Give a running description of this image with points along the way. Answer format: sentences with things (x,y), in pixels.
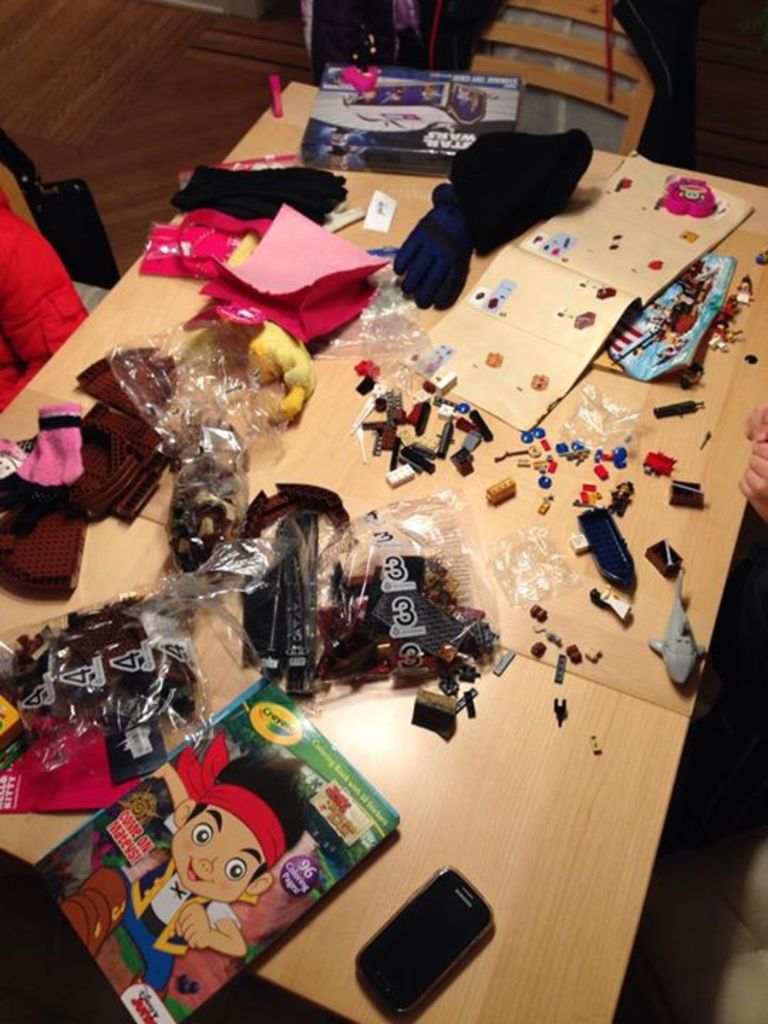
In this image I can see a table (134,292) and few stuffs (8,796) on it. Here I can see a hand (760,417) of a person (759,430).
